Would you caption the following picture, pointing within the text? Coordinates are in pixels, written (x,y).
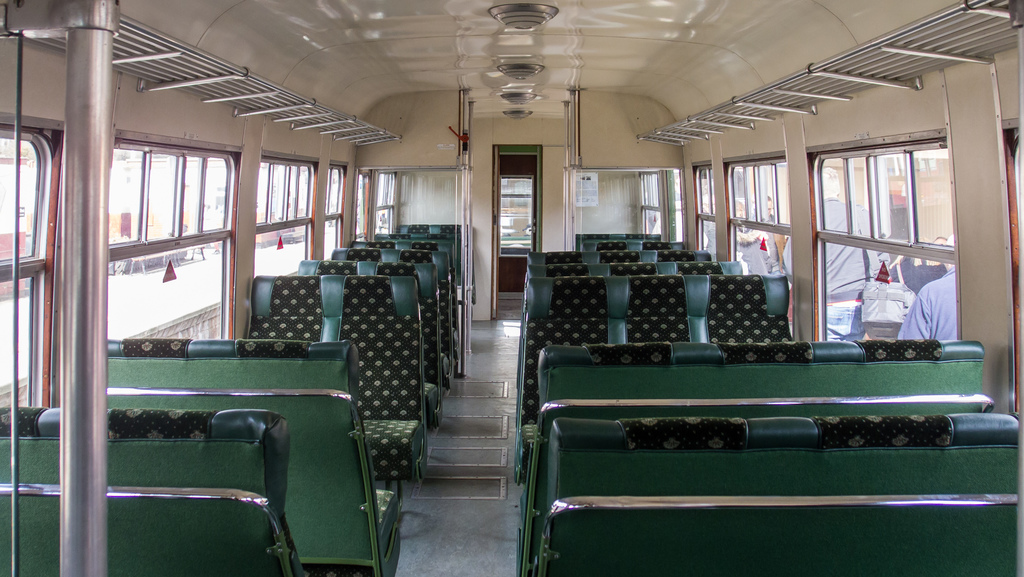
This is an inside view of a train (392,298) and here we can see rods (471,173), seats (389,241), windows (181,198), a poster (588,192) and some lights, through the glass (830,298), we can see some people (916,297) and some objects (901,295).
